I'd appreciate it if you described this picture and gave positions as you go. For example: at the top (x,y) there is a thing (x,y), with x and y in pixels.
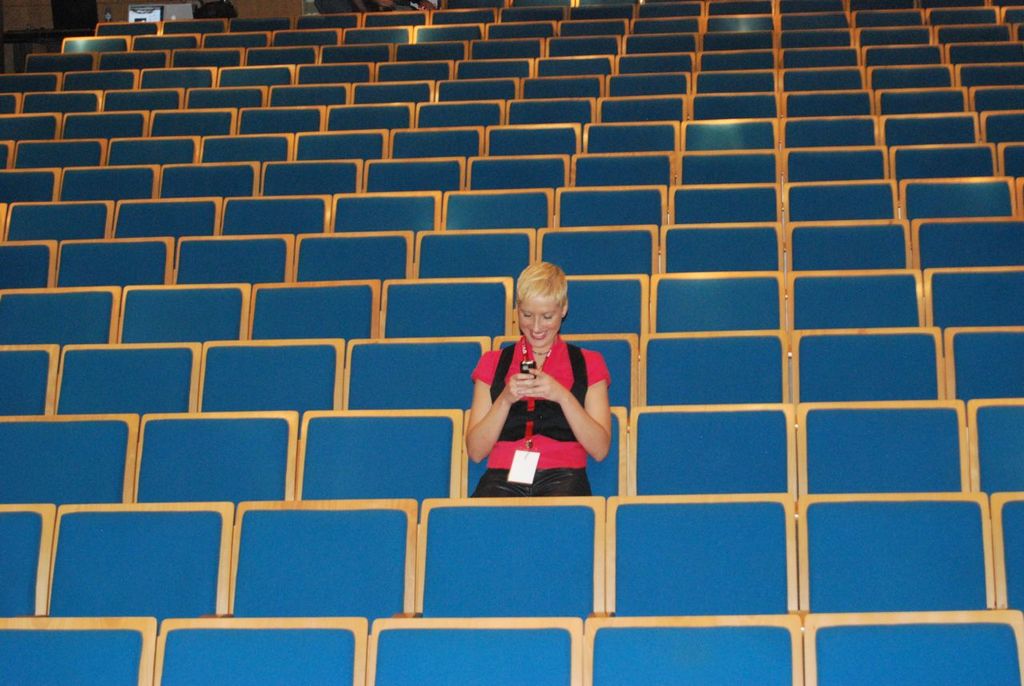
In this image we can see a woman (560,403) wearing a red dress (565,364) and id card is holding a mobile (522,375) in her hand (538,387). In the background (221,325) we can see a group of chairs (335,240) and a wall (90,3).
